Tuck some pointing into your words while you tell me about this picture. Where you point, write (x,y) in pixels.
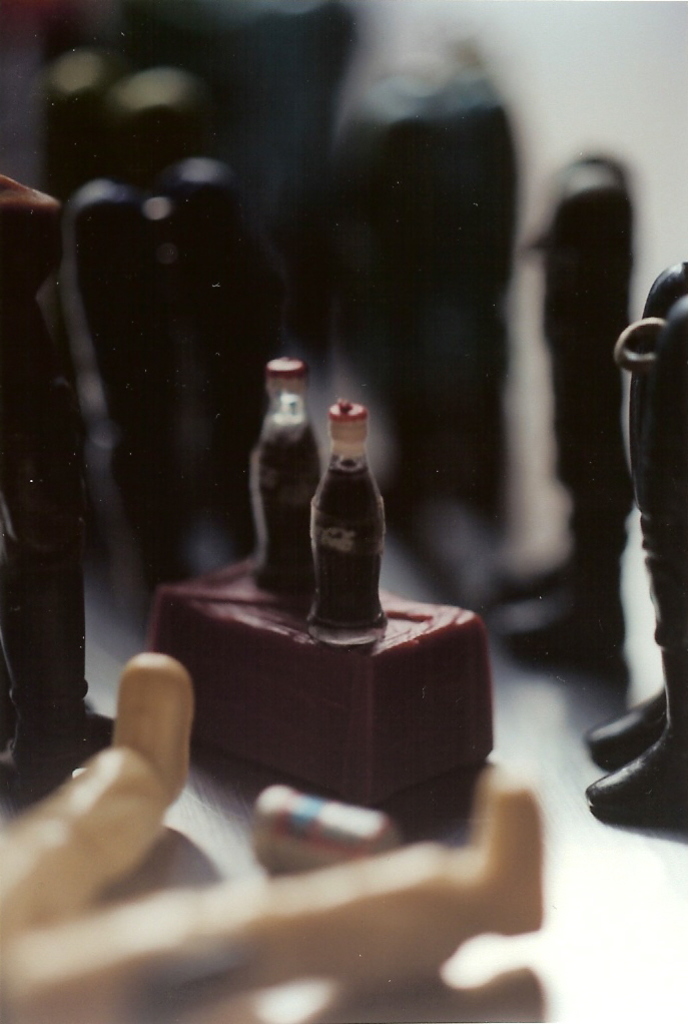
In this picture we can see small bottles (352,506) placed on a box (331,691) beside to this we have shoes (681,514) some dolls (465,337) and it is blur.
